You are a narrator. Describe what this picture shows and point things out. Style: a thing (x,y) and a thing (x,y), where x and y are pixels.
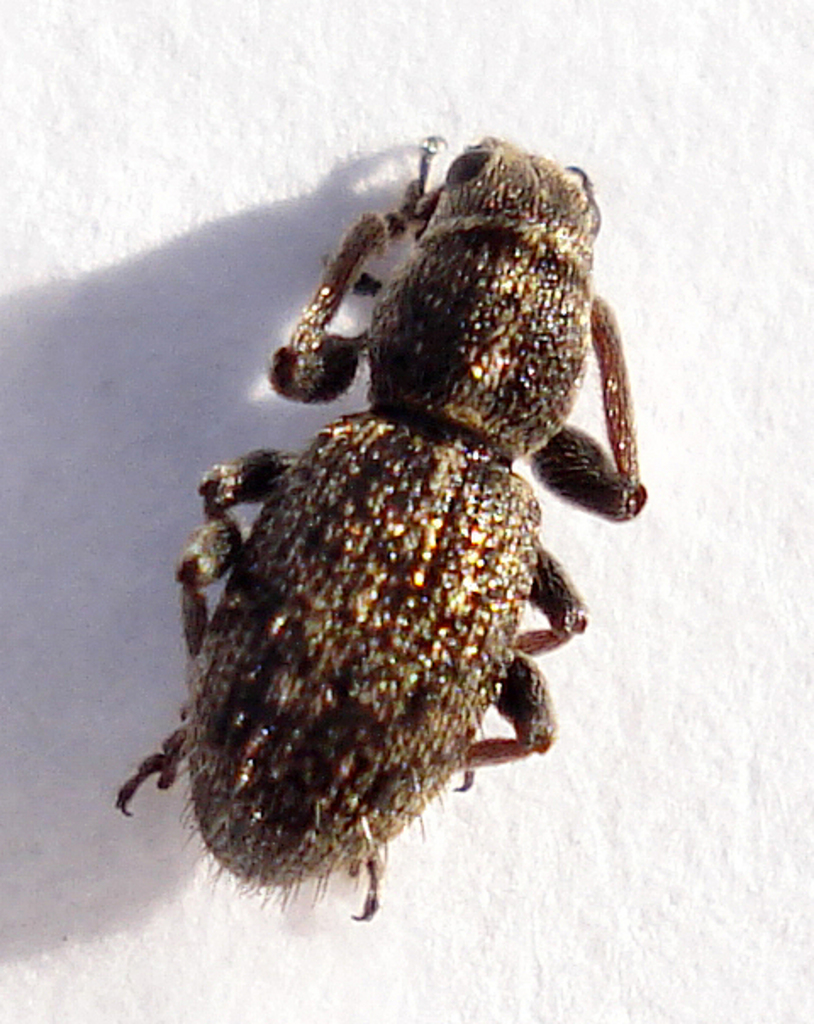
In the center of the image (328,491) we can see an insect (442,514) is present on the surface (145,660).
